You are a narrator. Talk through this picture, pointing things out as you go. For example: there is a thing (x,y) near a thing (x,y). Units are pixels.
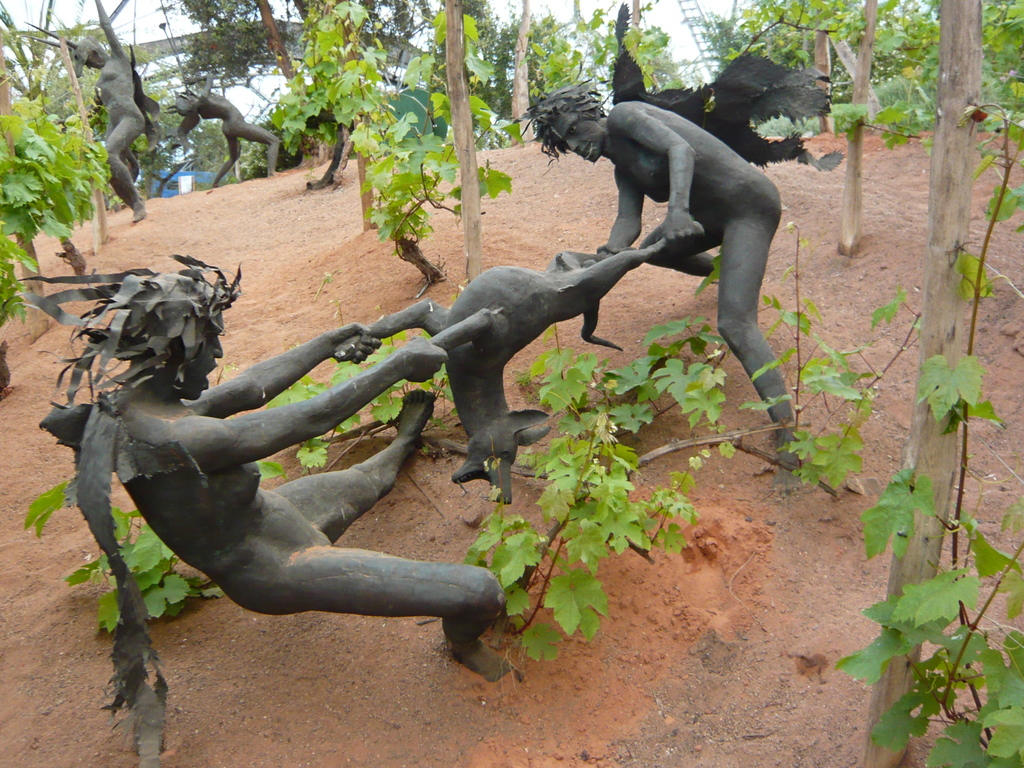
In the image, there are black sculptures (519,348) of people (200,455) and animals (460,302) and around them there are some plants (616,394).
